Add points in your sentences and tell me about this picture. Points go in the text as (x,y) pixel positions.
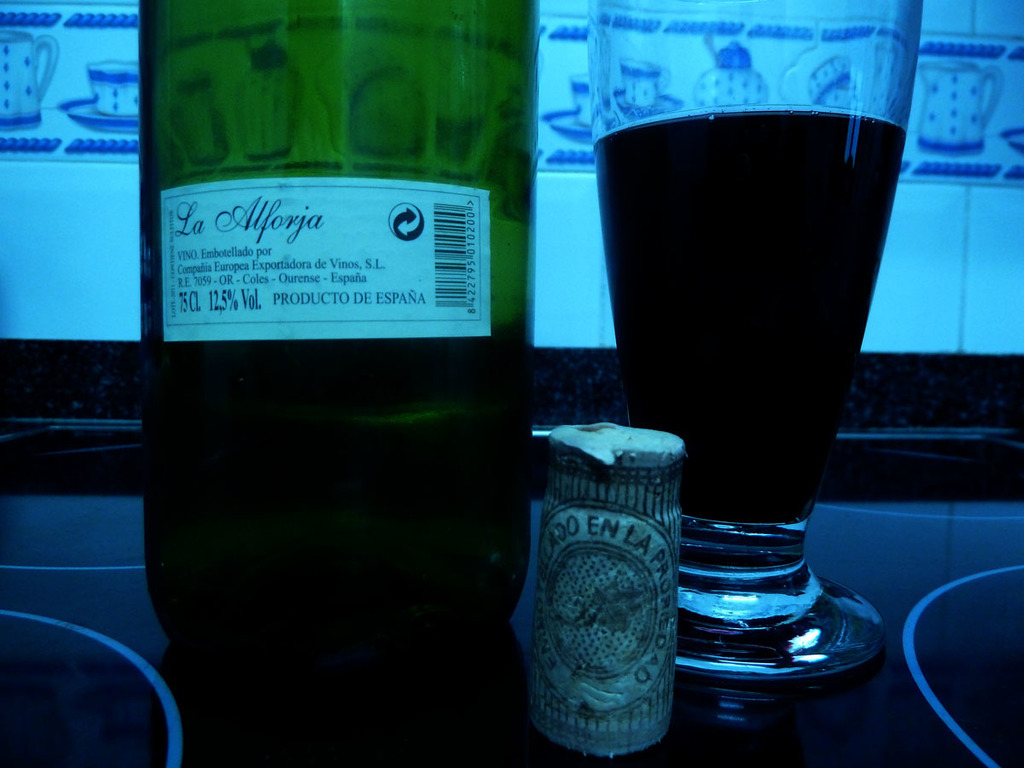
there is a bottle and a glass (737,314) in which a liquid (720,325) is present in it.
